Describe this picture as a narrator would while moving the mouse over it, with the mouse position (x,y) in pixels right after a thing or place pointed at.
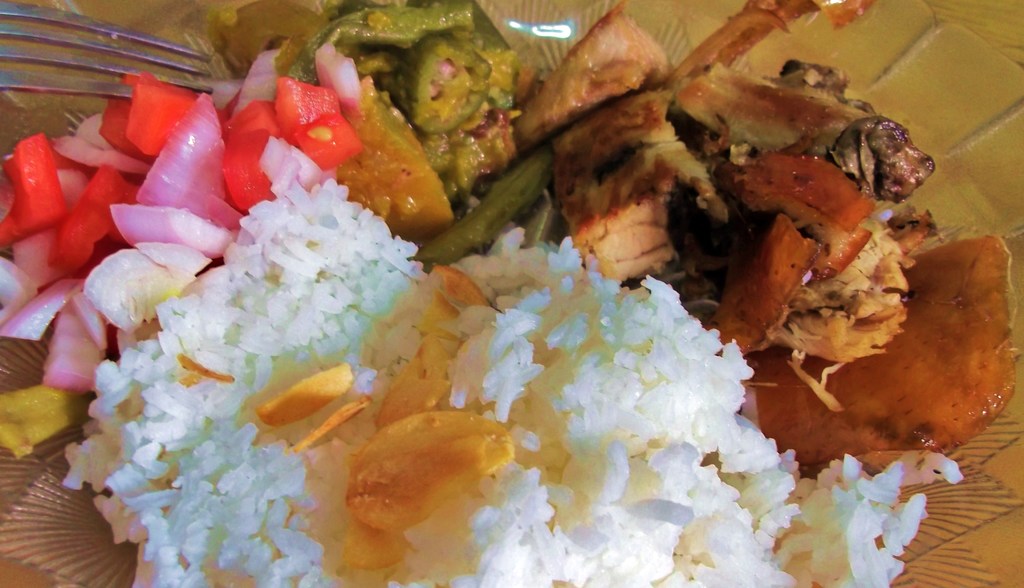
Here I can see a plate (974,101) which consists of some food items (297,116) in it. Along with the food (194,194) there is a fork (59,64).
